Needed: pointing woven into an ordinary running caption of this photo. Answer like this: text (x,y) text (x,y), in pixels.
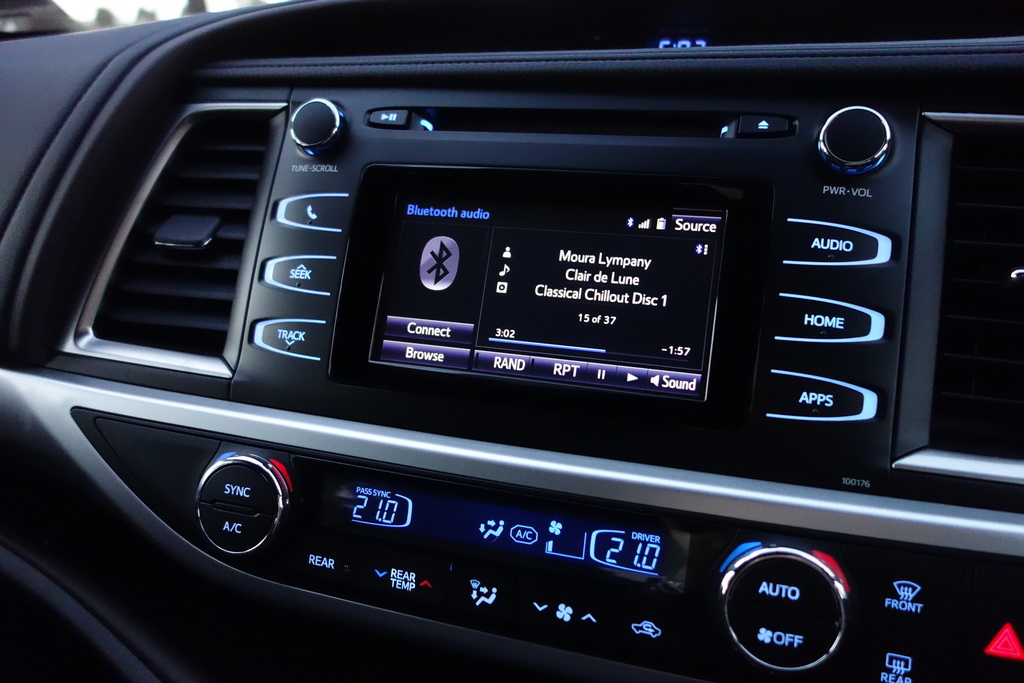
In this image I can see a car music system (691,260). It is in black color and few button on it.
